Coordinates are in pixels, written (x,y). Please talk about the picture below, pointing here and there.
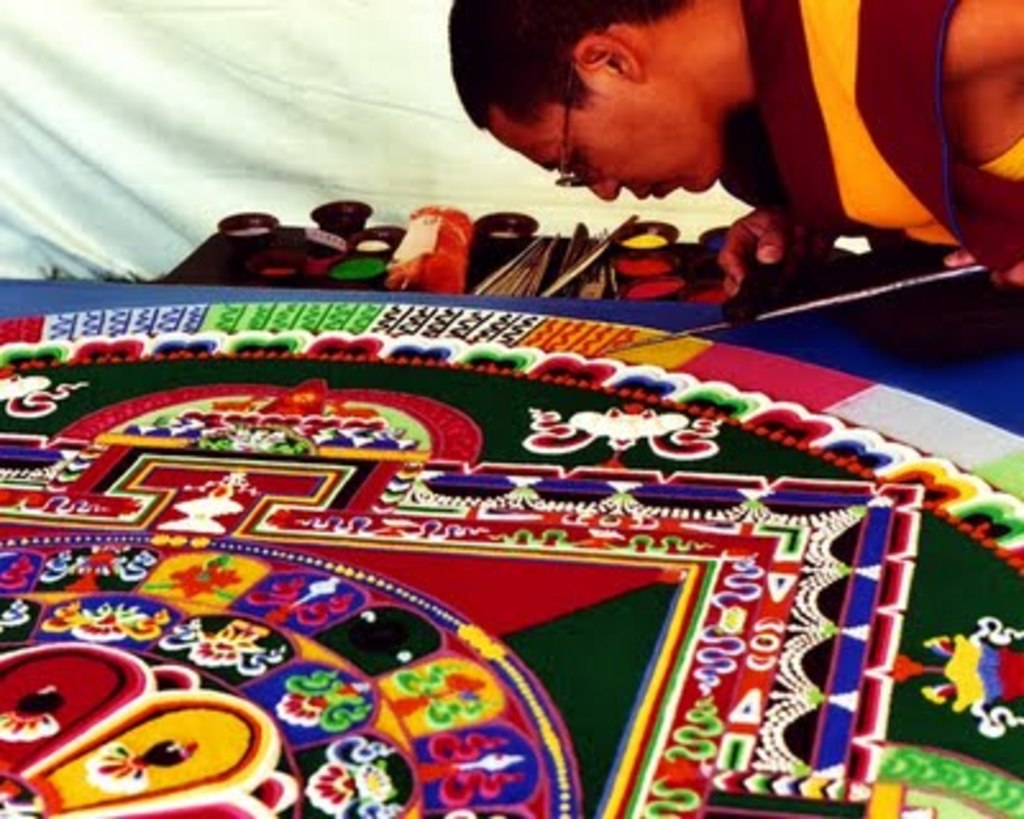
In this picture we can see a man (895,107) on the right side (925,94), there is a painting (682,385) at the bottom (569,691), we can see brushes (510,273) and cups (347,227) in the background (507,237).
